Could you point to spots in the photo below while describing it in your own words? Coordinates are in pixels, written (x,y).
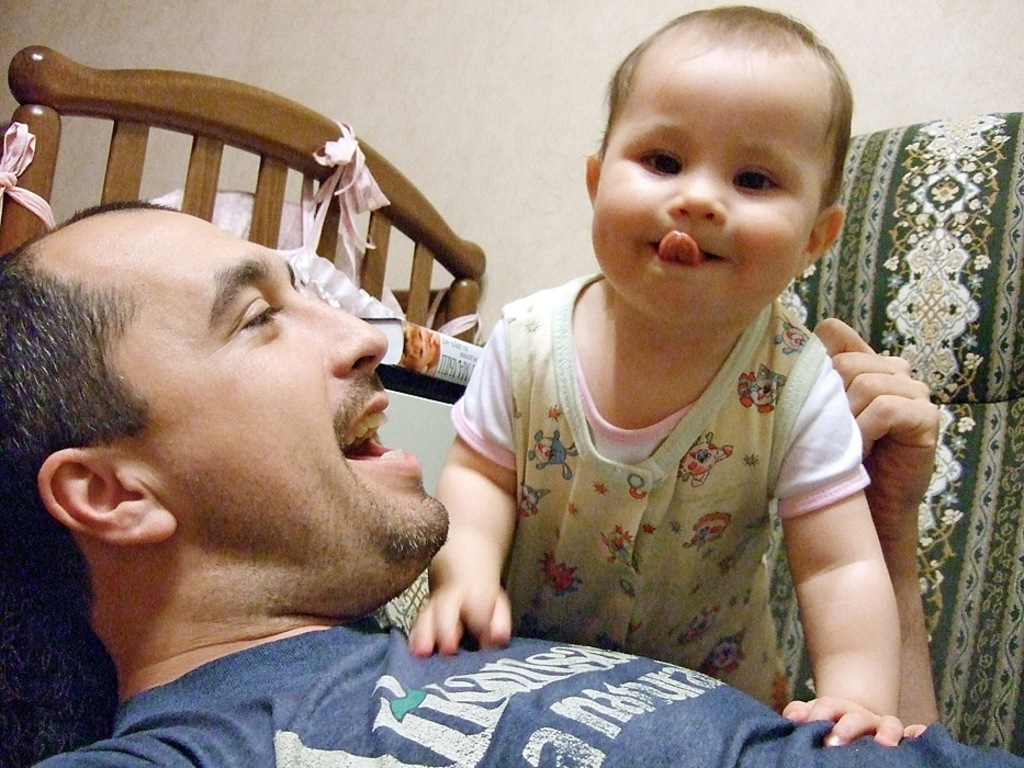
In the center of the image (450,454) we can see man (393,529) and kid (642,631) on the bed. In the background (488,99) we can see wall (453,87).
